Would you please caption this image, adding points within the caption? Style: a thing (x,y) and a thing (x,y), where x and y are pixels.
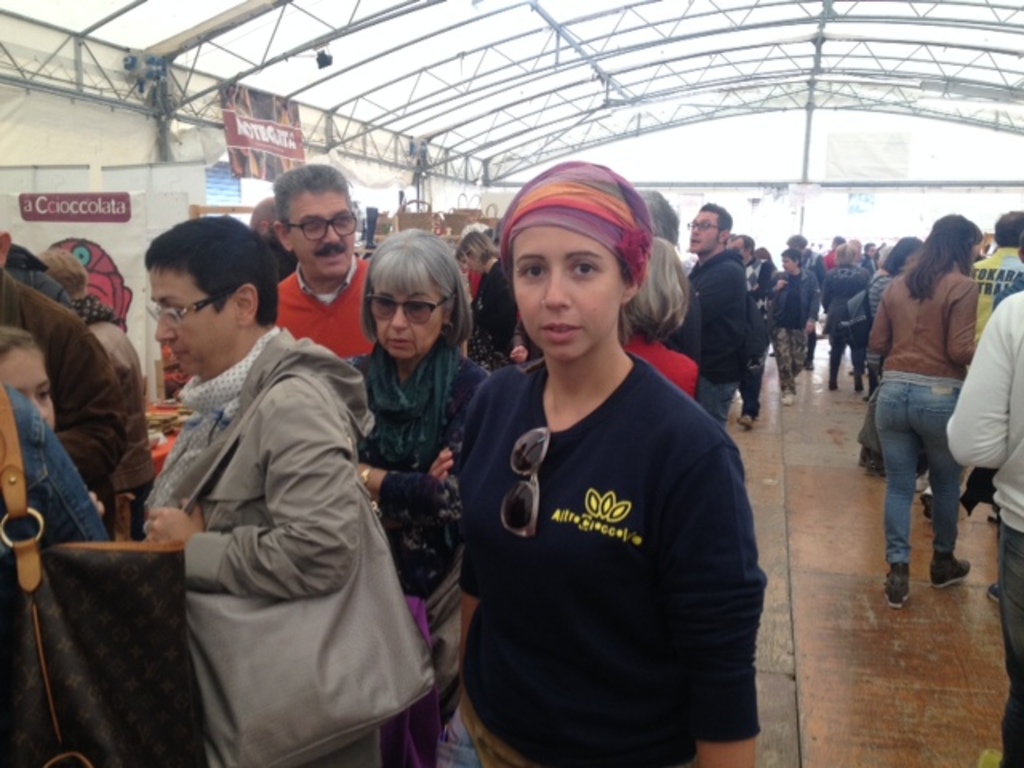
In the image in the center (496,470), we can see a group of people (612,419) are standing and few people (1012,389) are holding some objects (318,604). In the background (54,210) there is a wall (188,179), roof (295,41), cameras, banners (263,148) and a few other objects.
